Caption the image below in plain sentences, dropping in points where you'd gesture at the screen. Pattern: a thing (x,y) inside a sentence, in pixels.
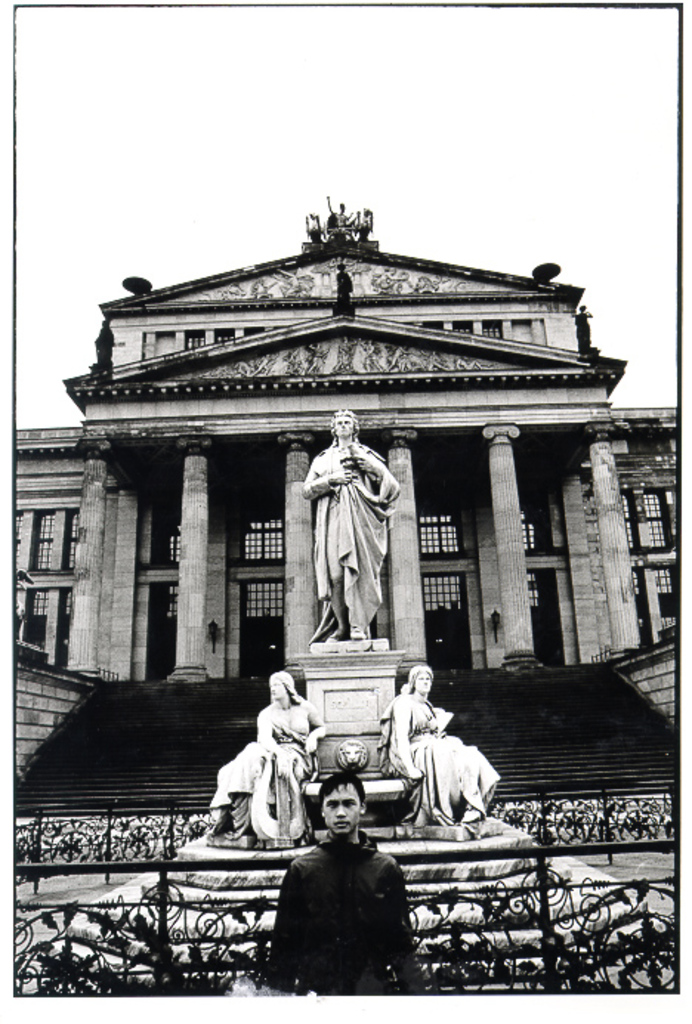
This is a black and white image. In this image we can see there is a building (602,566), in front of the building (596,573) there is a statue (324,524) of three persons (406,749), beside the statue (414,730) there are stairs (543,726). In the foreground of the image (286,902) there is a person (314,945) stand. In the background (289,185) there is a sky (484,201).
